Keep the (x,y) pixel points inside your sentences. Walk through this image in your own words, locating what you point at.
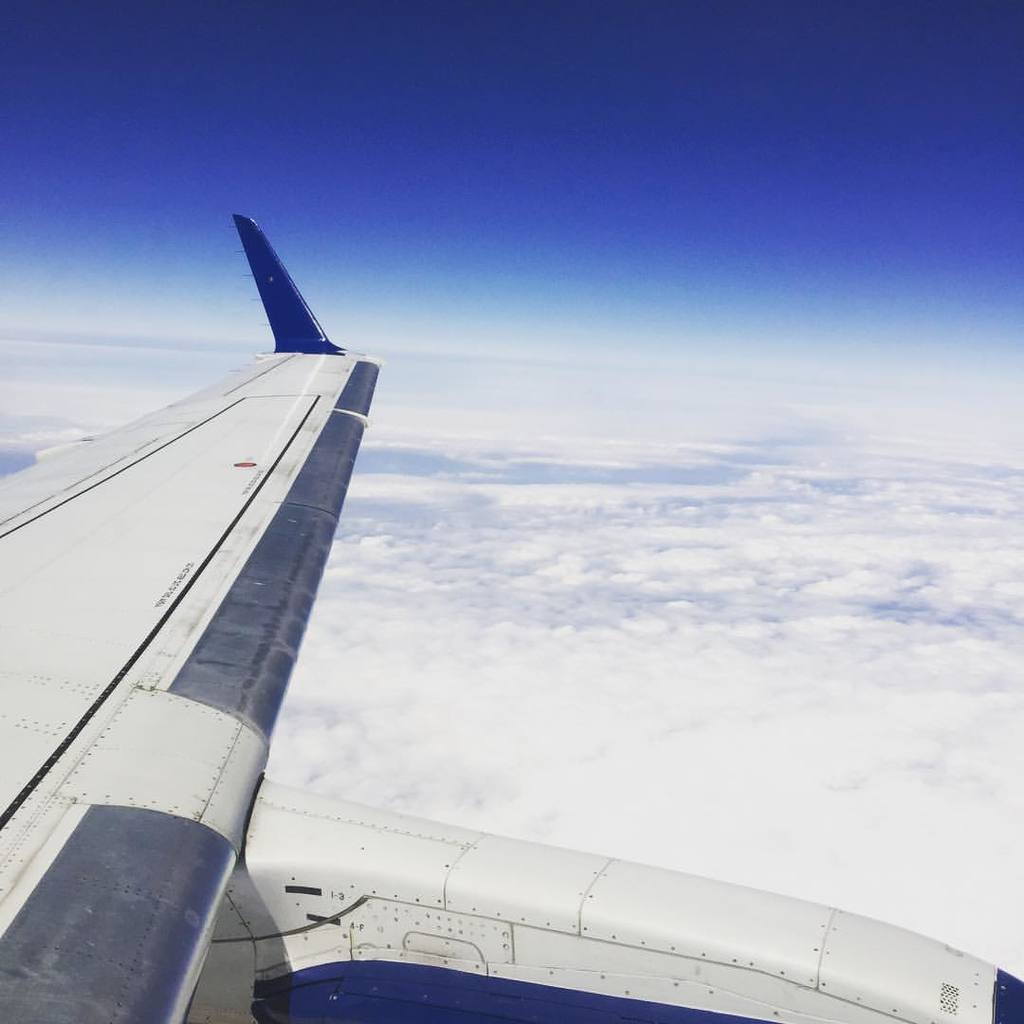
In this picture we can see a wing (249,724) of an aeroplane (193,936) is present in the sky (565,181). In the background of the image (468,460) we can see the clouds (603,649) are present in the sky (587,312).
